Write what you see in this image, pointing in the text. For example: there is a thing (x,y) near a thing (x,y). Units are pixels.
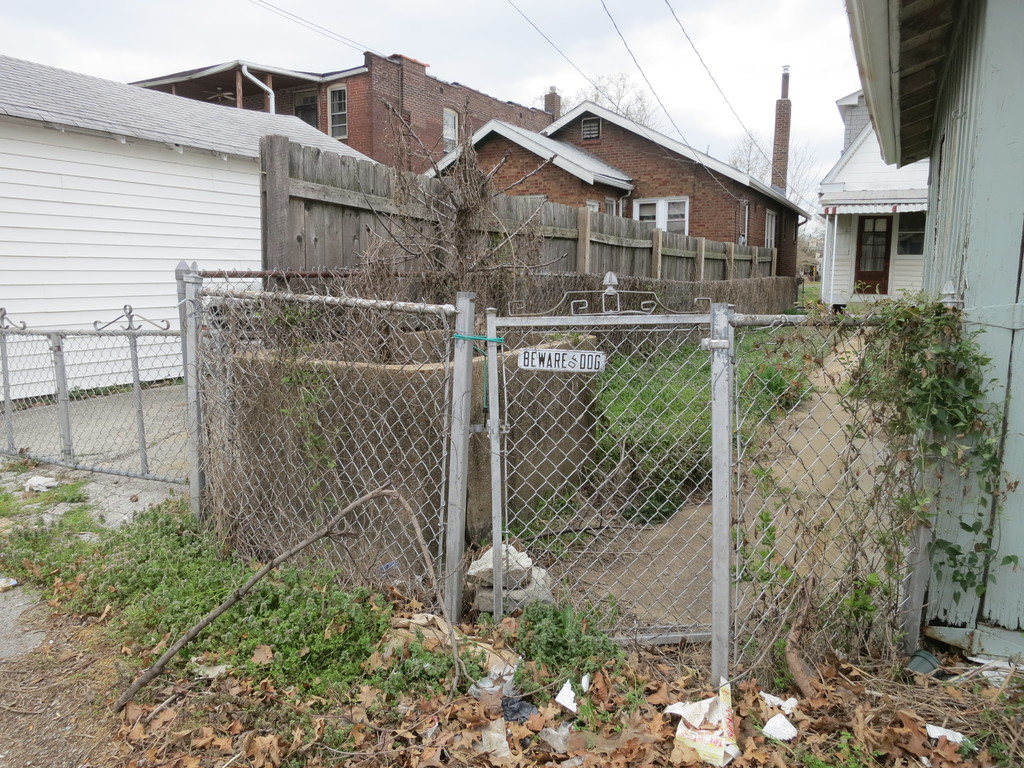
In this picture, there is a wooden fence (571,233) in the center (661,264). On either side of the fence (560,208), there are buildings (871,246). In the center (379,309), there is a fence (577,462). At the bottom (522,762), there are dried plants (214,514) and leaves (646,727). On the top (485,60), there are wires (676,22) and sky (506,49).
